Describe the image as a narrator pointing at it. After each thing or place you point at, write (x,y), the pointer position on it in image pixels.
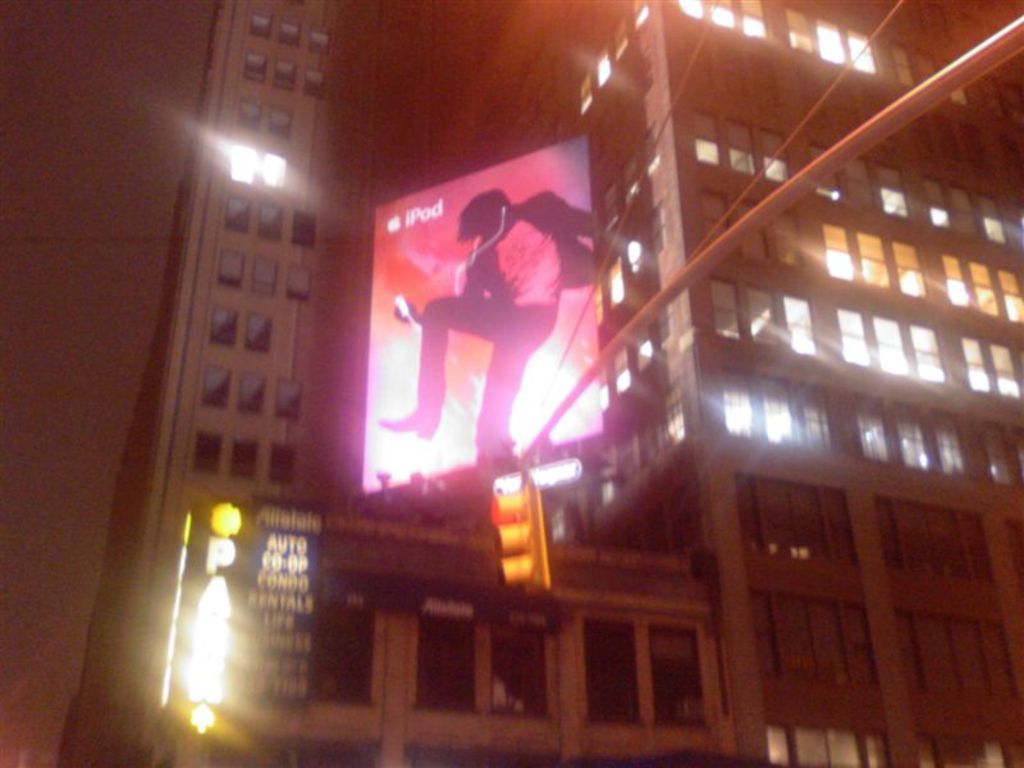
In the image we can see there are buildings (439,546) and there is a banner (461,329) on top of the building (344,369). There is a traffic light signal (539,517).
